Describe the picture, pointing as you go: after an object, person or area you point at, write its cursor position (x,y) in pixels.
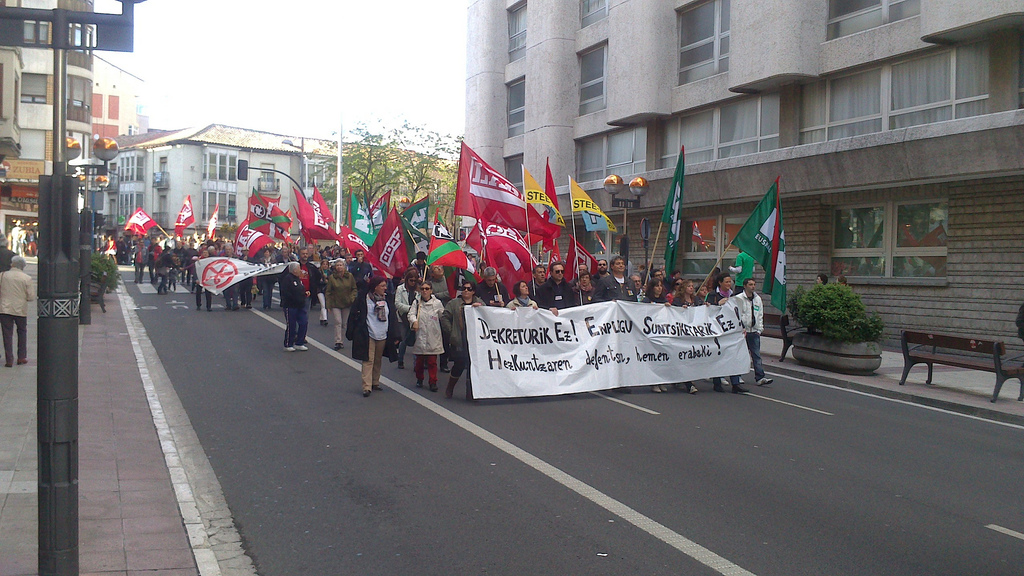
The picture is taken in the middle of the road (520,529). There are few people (415,331) walking in the front (582,292) are holding banner (638,341) the back people (736,267) are holding flags (384,222). In the middle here there is another banner (220,280). There are benches (919,349) and plants (856,319) on the side of the road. There are buildings (494,154) and trees (440,158) in the background (196,148).
